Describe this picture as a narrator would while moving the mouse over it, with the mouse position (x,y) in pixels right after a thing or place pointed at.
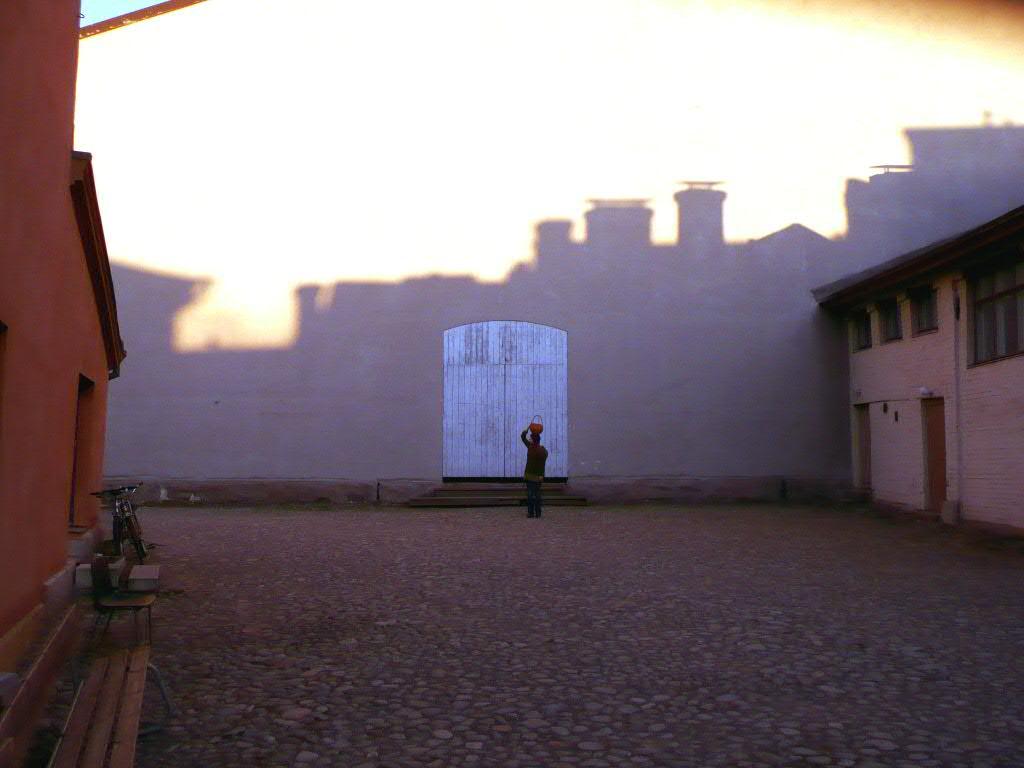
On the left side of the image (4,338) and right side of the image (900,337) there are houses (972,334). In the middle of the image (643,346) I can see a person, wall (296,445) and door (558,341). Shadow (728,355) is on the wall (398,265). In-front of the house (57,206) there is a chair (118,607), bench (95,744) and bicycle (125,518). A person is holding an object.
